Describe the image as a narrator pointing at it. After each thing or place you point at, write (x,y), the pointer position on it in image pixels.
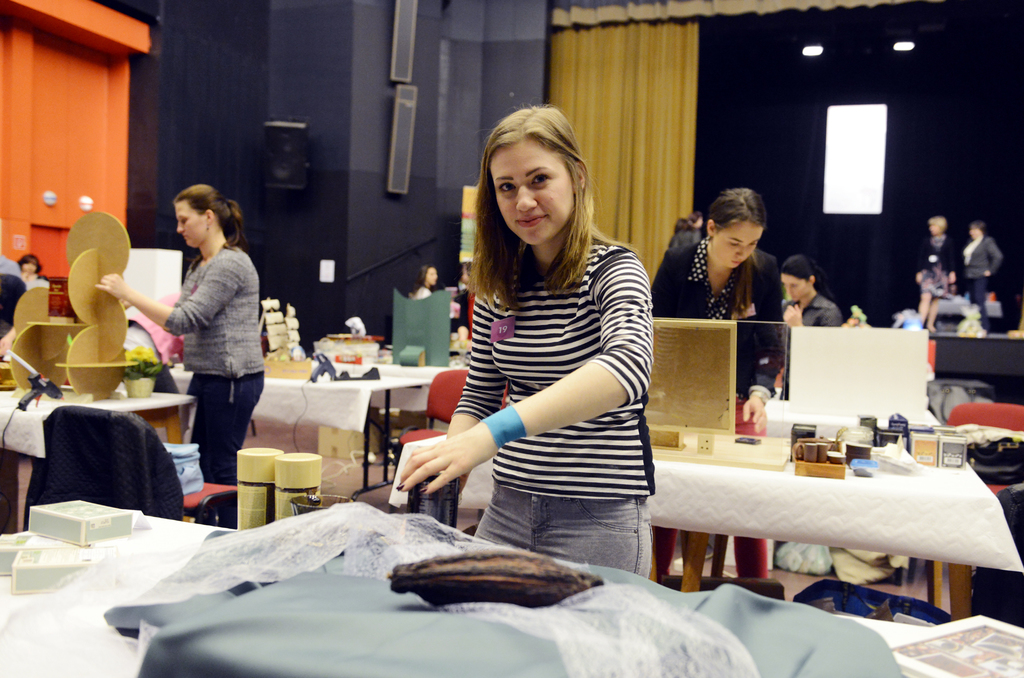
In this image I can see number of people (536,256) are standing. Here I can see a smile (539,214) on her face (532,235). I can also see few tables (351,387) and on these tables (20,448) I can see clothes (331,582) and few more stuffs (859,442). In the background (642,190) I can see a curtain (642,143).
